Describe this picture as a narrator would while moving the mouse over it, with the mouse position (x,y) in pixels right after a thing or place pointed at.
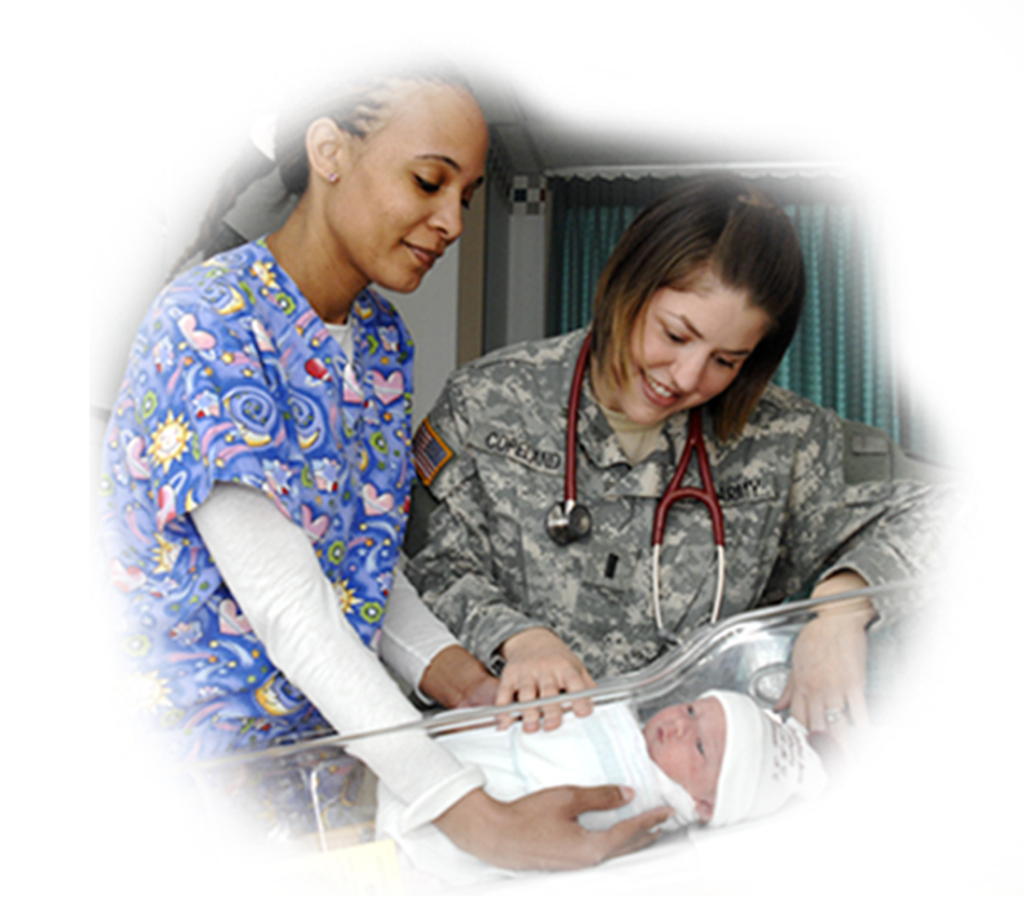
In this image, we can see two women (587,482) are smiling. Left side of the image (174,439), a woman (306,398) holding a baby (683,805) in the glass (746,646). Background (419,328) we can see a wall (451,294), curtain (818,303).
